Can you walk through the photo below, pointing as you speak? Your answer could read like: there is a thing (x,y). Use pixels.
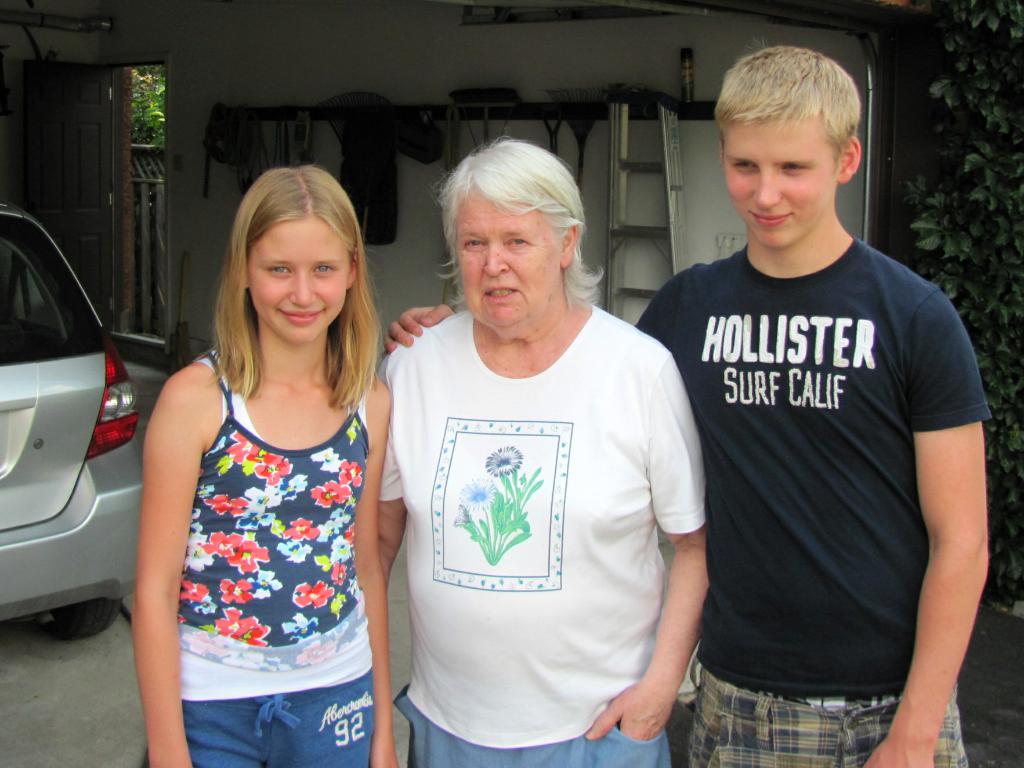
There are three persons (592,427) standing. On the left side (66,418) there is a car (68,413). In the back (225,95) there is a wall (265,35), door (108,121), ladder (666,153) and a stand (476,113) on the wall (705,130). On that there are many items (423,121). On the right side (973,115) we can see leaves (917,206).
